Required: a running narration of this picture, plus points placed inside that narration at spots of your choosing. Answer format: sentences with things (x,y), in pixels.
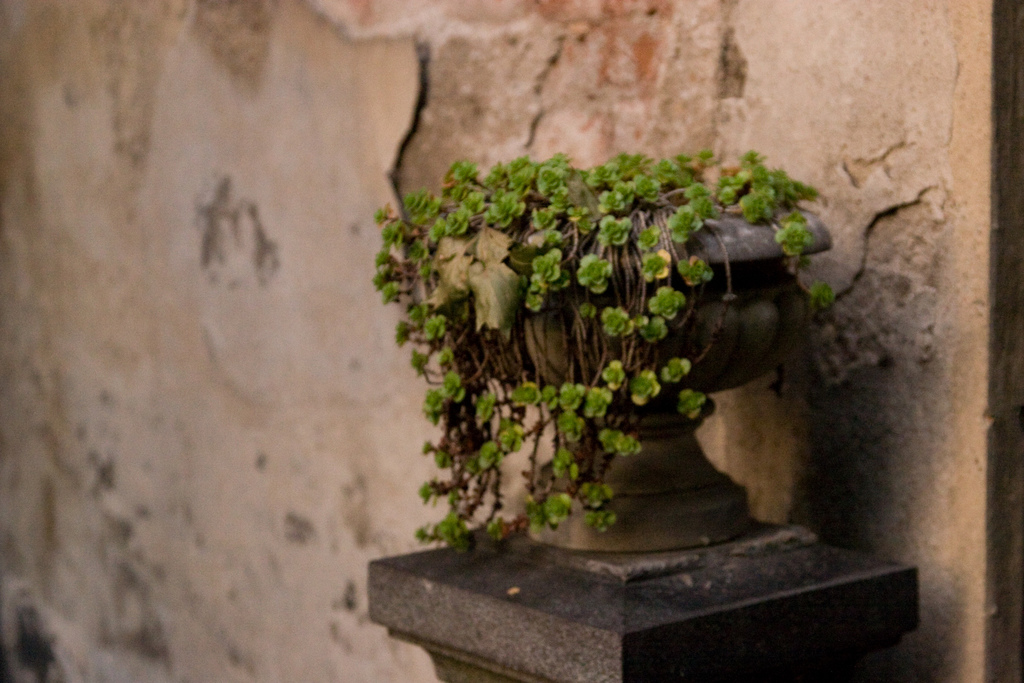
In this image there is a pot (723,314) in which there are plants (565,233). In the background (431,145) there is a wall (287,122).
